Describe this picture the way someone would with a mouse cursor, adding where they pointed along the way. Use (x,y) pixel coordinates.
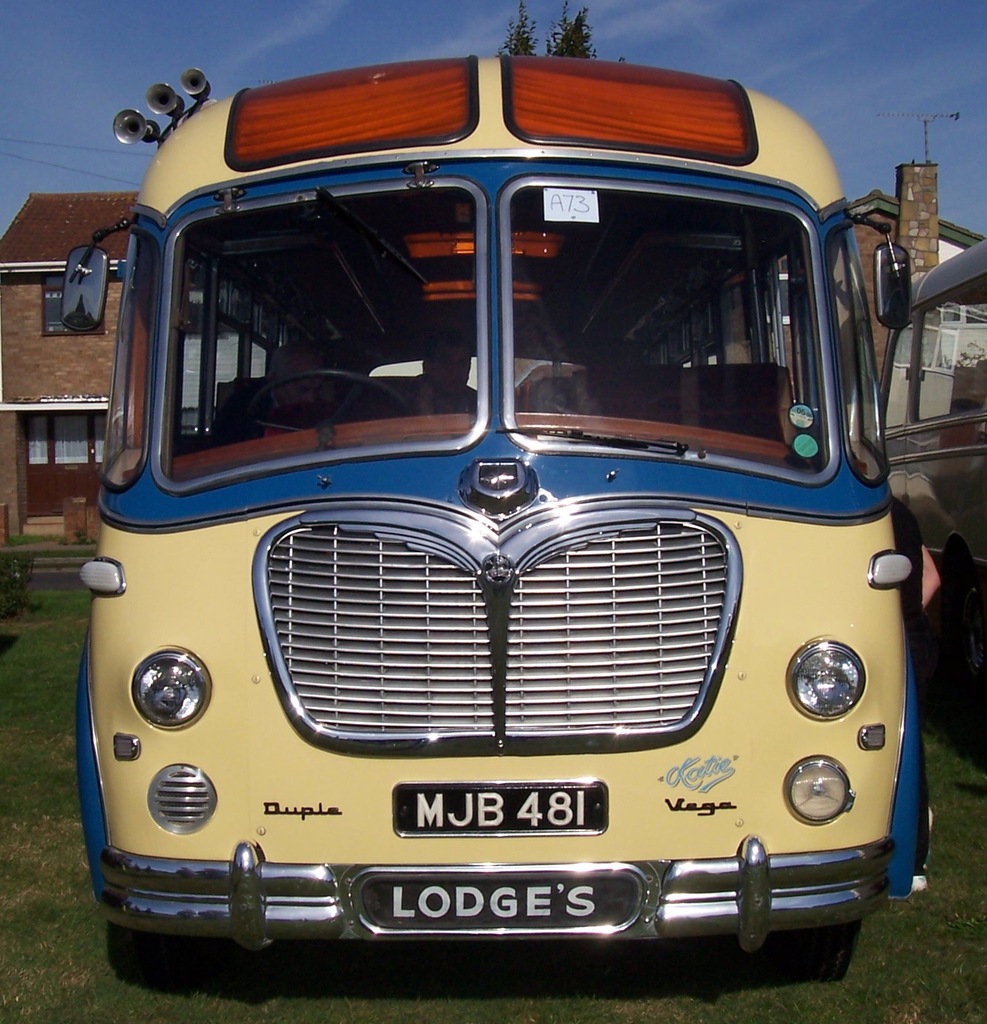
There is a bus (663,619) with a number plate (552,796) and windows (710,345). In the background (74,353) there is a building (34,308), sky (150,84) and tree (558,31).
